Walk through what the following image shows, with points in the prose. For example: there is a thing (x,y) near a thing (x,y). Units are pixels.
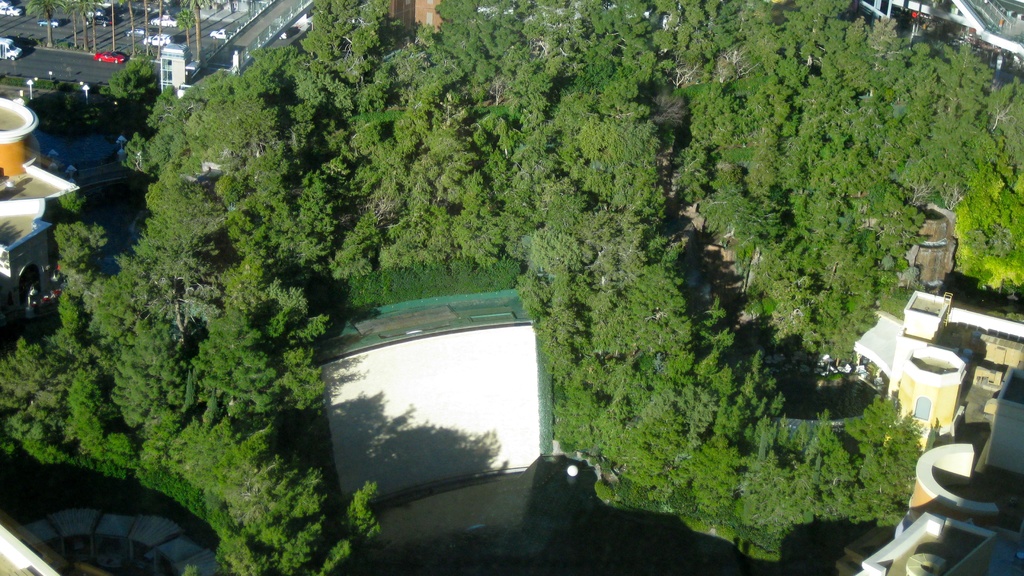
In this picture we can see many trees (869,303). On the left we can see the building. In the top left corner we can see many vehicles (164,18) on the road (40,55), beside that we can see the fencing (269,38) and street lights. At the top right corner (963,9) there is a bridge (962,7).
